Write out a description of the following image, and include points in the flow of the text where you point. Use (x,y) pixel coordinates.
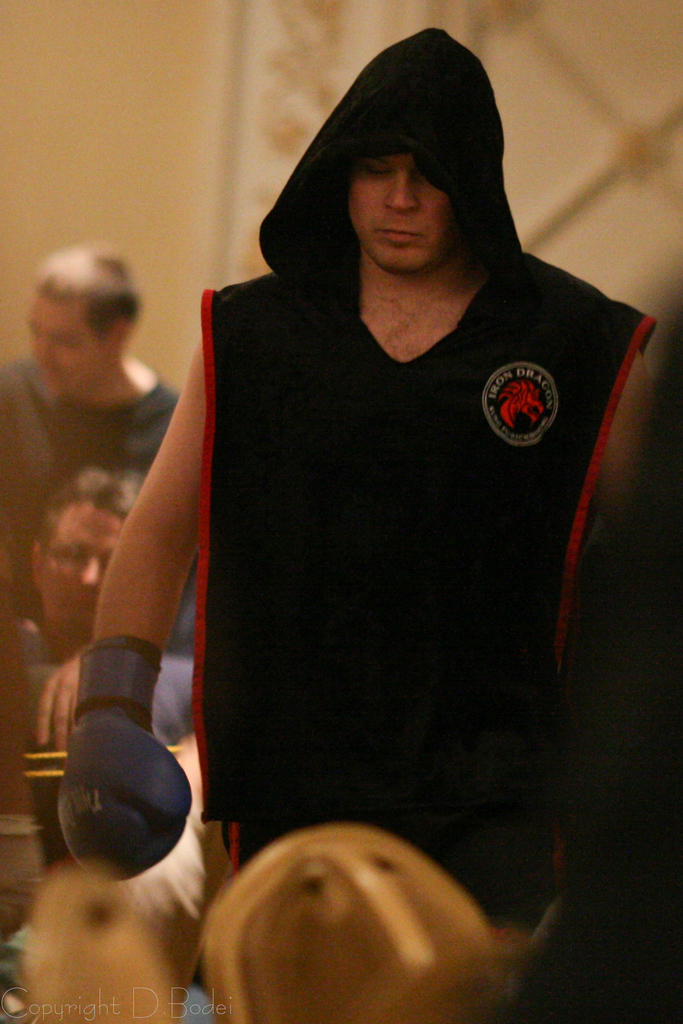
In this image, I can see the man (290,736) standing. He wore a boxing glove (166,774). I can see a person (74,590) sitting and another person (87,362) standing. The background (634,183) looks blurry. At the bottom of the image (1,1007), I can see the watermark (84,999).
